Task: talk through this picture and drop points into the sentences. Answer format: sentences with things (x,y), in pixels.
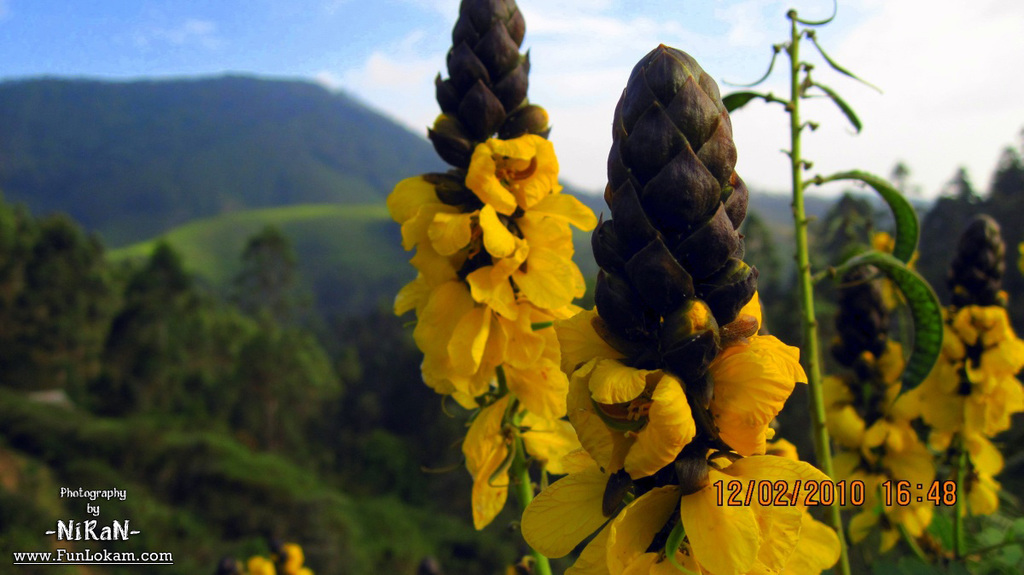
In this image, there are flowers (593,392), buds (686,367), stems (521,505) and leaves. In the background (999,378), there are trees (49,356), plants (957,443), flowers (888,431), buds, hill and the sky (419,74). At the bottom of the image (75,532), there are watermarks (134,531). In the bottom right side of the image (843,503), watermarks (900,496) represent date and time.
